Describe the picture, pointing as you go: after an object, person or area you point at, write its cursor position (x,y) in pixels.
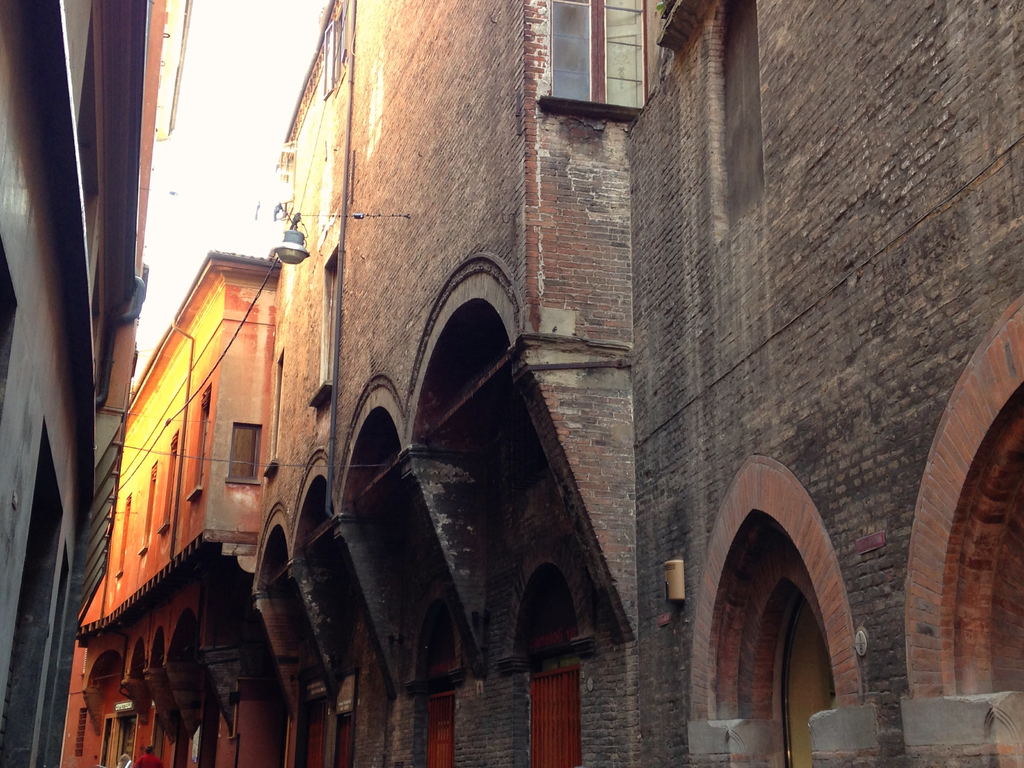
In the image there are different types of buildings (676,269) and to the each building (278,719) there are many doors (810,651), in the background (210,164) there is a sky (199,151).
